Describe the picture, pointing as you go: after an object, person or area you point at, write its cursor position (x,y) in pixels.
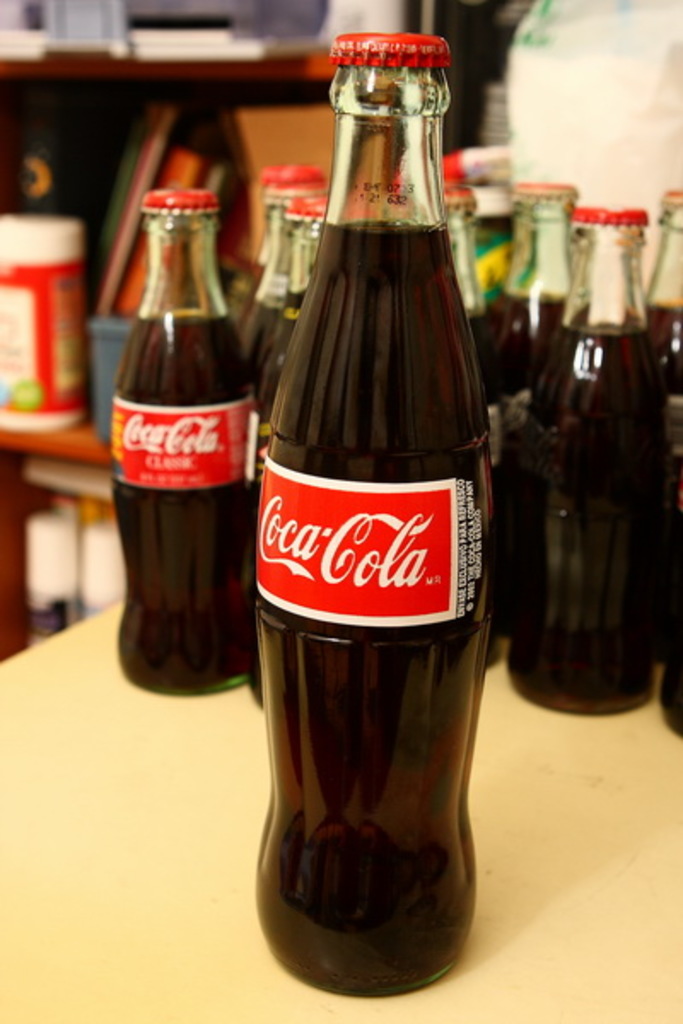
In this picture we can see bottles (405,471) with stickers (180,451) on it placed on a table (481,879) and in background (260,97) we can see wooden racks (260,93), some books (208,180).
